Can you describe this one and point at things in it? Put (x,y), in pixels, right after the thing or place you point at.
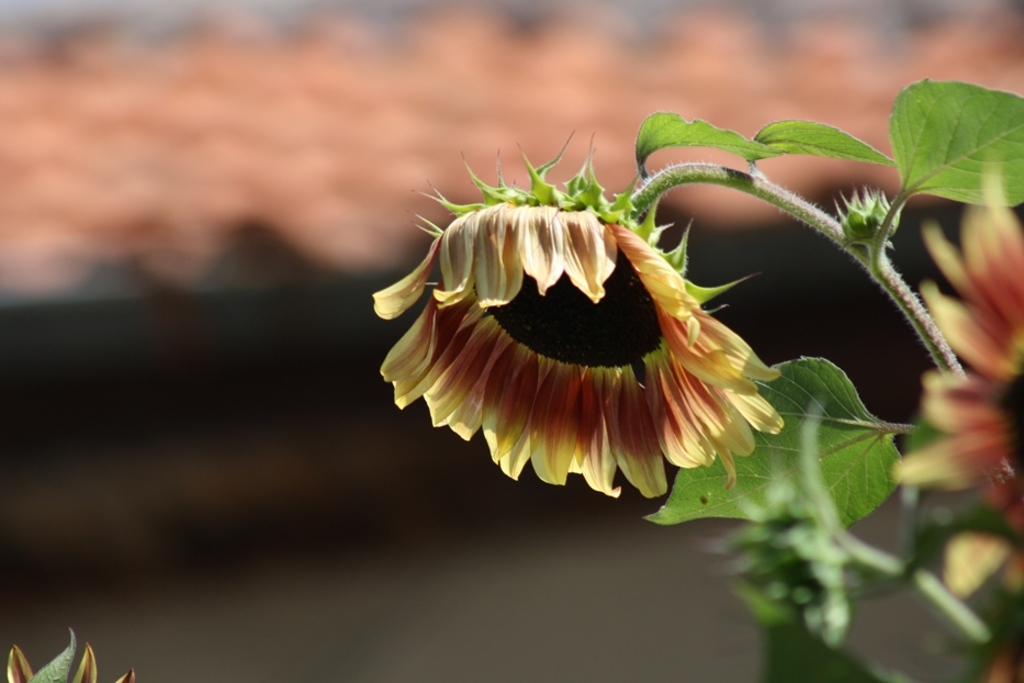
This picture shows flowers (696,408) and leaves (976,175). Flowers (664,485) are yellow and red in color.
